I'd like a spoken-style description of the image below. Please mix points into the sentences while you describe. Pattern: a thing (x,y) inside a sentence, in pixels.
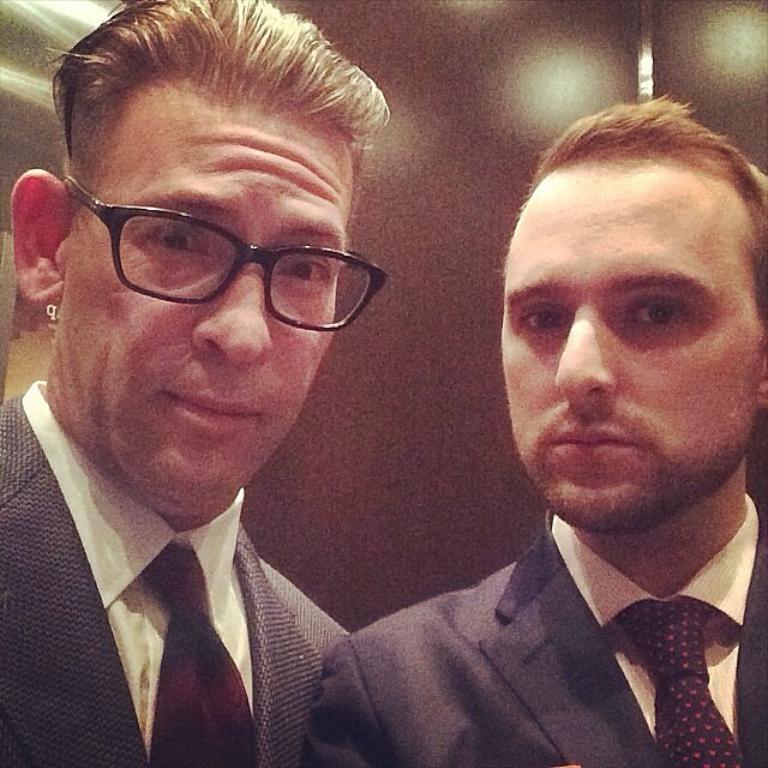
This picture might be taken inside the room (515,531). In this image, we can see two men (325,687) wearing black color suit (429,694).
